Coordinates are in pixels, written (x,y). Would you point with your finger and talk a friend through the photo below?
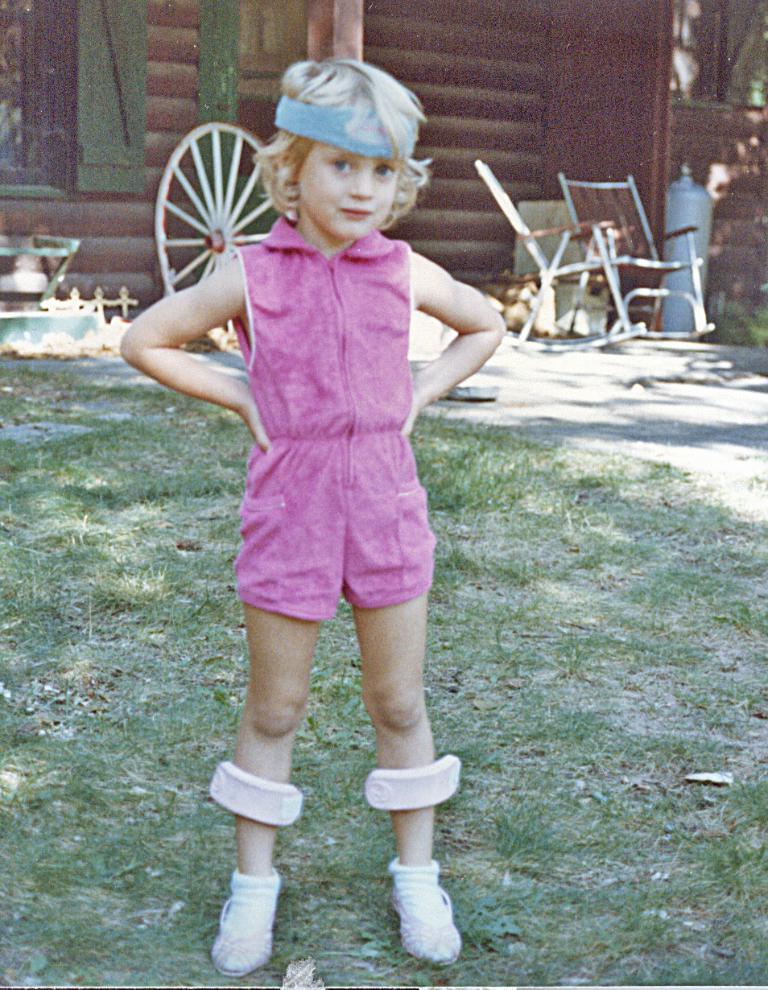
In this image there is a girl (348,366) standing on the ground (351,820). In the background (198,84) there is a wall (158,65). Near the wall (160,132) there is a wheel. On the right side (570,272) top there are two chairs (589,237) one beside the other. On the ground (158,573) there is grass (106,663).
